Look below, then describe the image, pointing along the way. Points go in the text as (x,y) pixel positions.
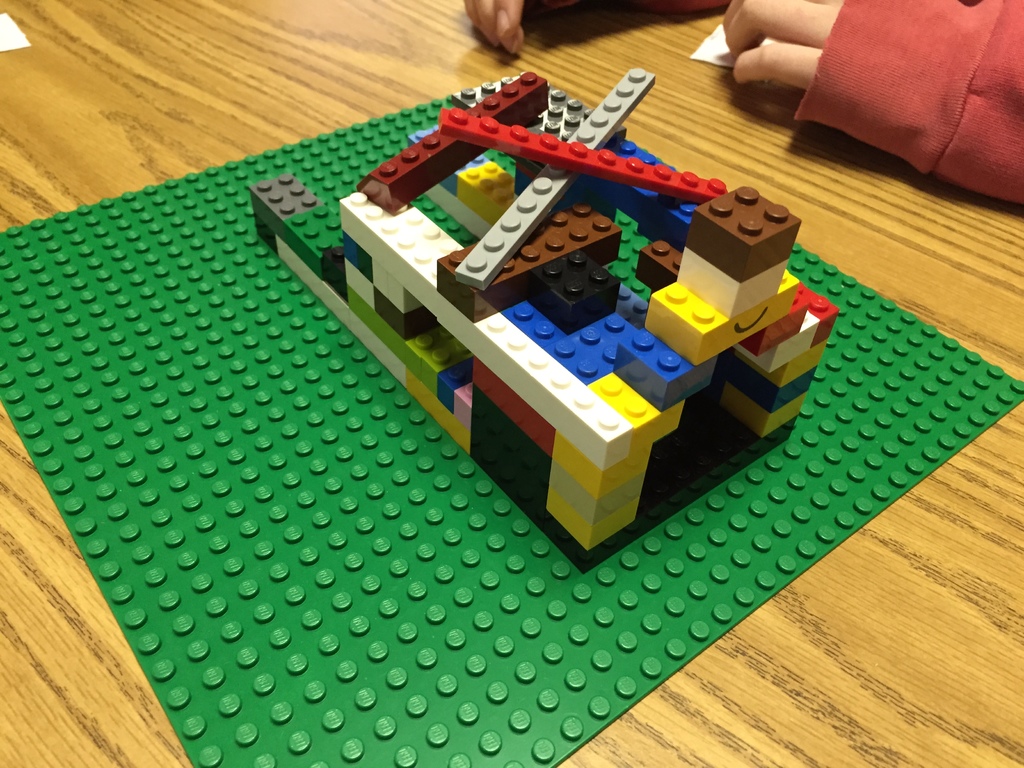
In this picture there are buildings blocks (748,377) on the table (873,568) and there is a person (962,117) behind the table (726,85) and at the top left (6,50) there is a paper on the table (107,52).
